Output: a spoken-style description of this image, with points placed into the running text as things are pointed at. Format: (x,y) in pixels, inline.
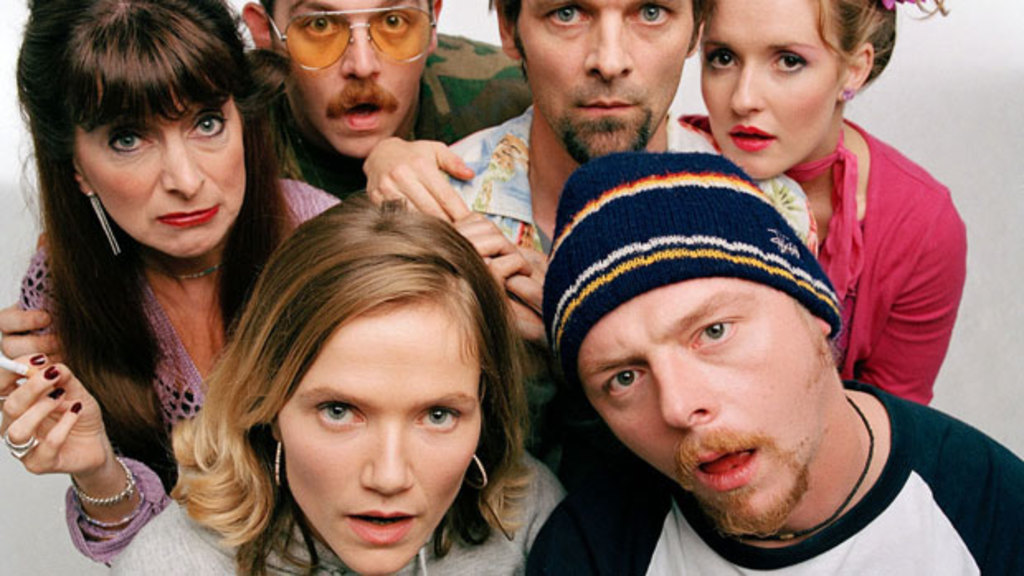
In this image we can see few people (719,291). There is a white background (1017,4).
